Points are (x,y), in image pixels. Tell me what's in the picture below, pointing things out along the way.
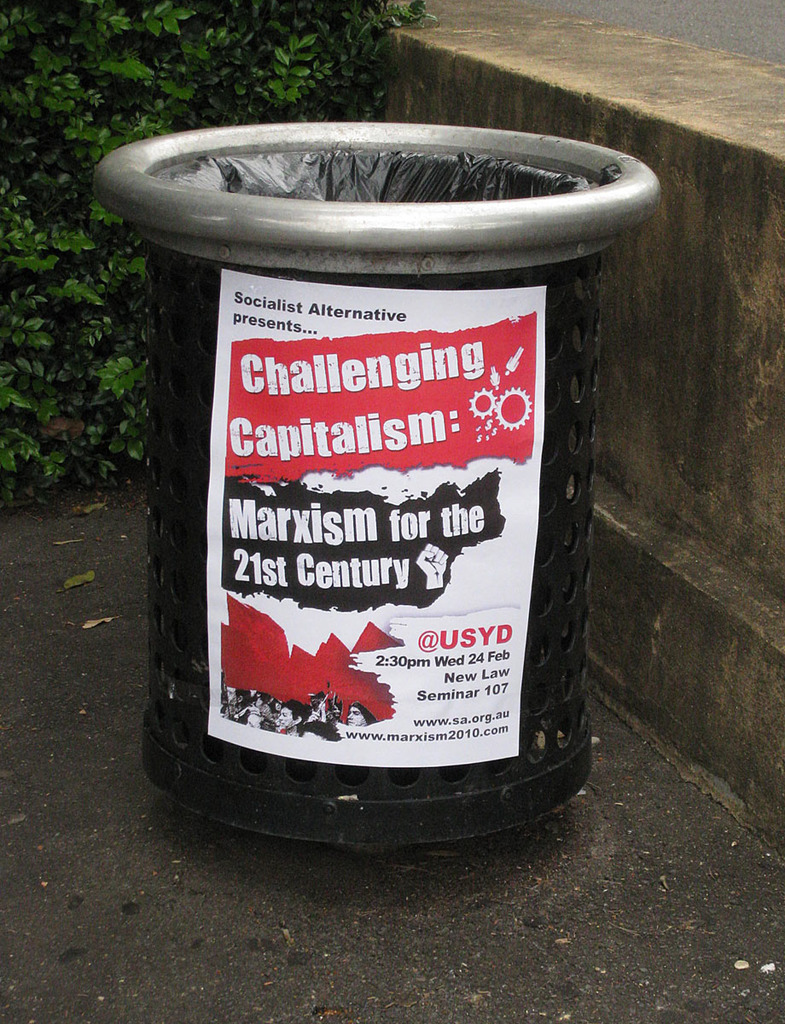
In the foreground of this image (400,613), there is a poster (359,535) to a dustbin (491,788) like an object (314,782) which is on the road (413,950). In the background (582,36), there is a tiny wall (502,46) and plants (87,157).
